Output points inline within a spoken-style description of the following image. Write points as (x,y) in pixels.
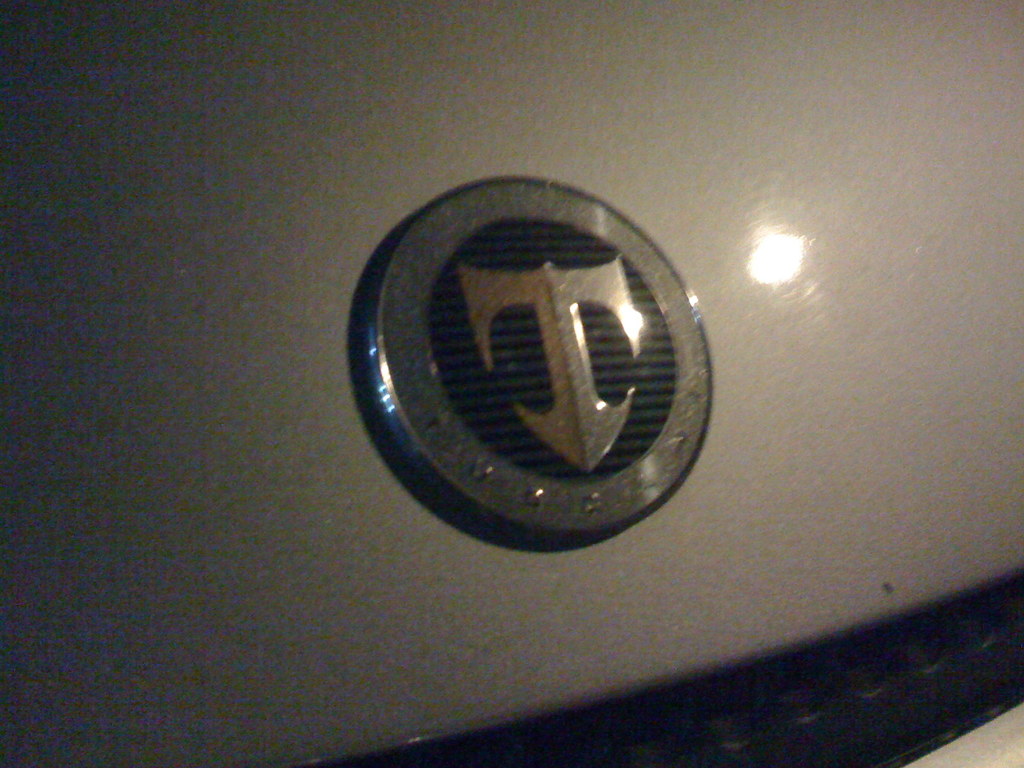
This picture shows a emblem (472,299) on the vehicles bonnet (429,637).
